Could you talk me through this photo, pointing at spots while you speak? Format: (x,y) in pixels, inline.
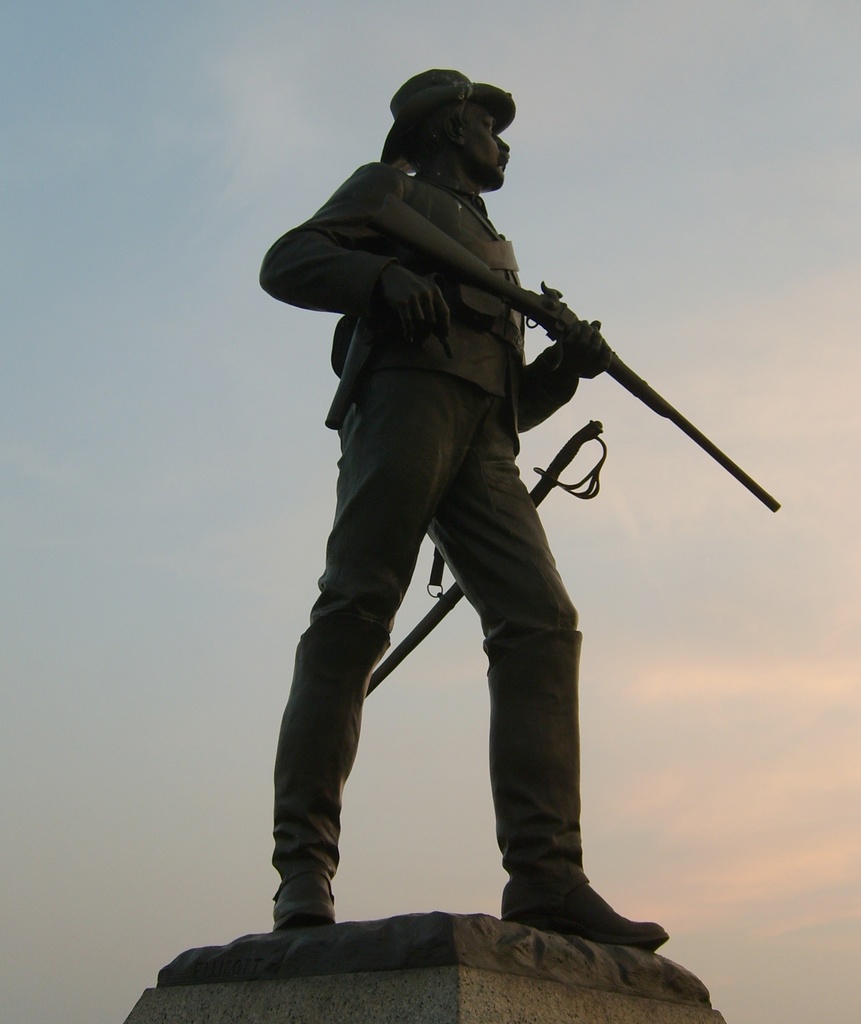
This picture contains the statue (343,350) of the man (394,388) in the uniform (414,485) is standing. We see a rifle (515,301) in his hand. In the background (265,566), we see the sky (171,38).
